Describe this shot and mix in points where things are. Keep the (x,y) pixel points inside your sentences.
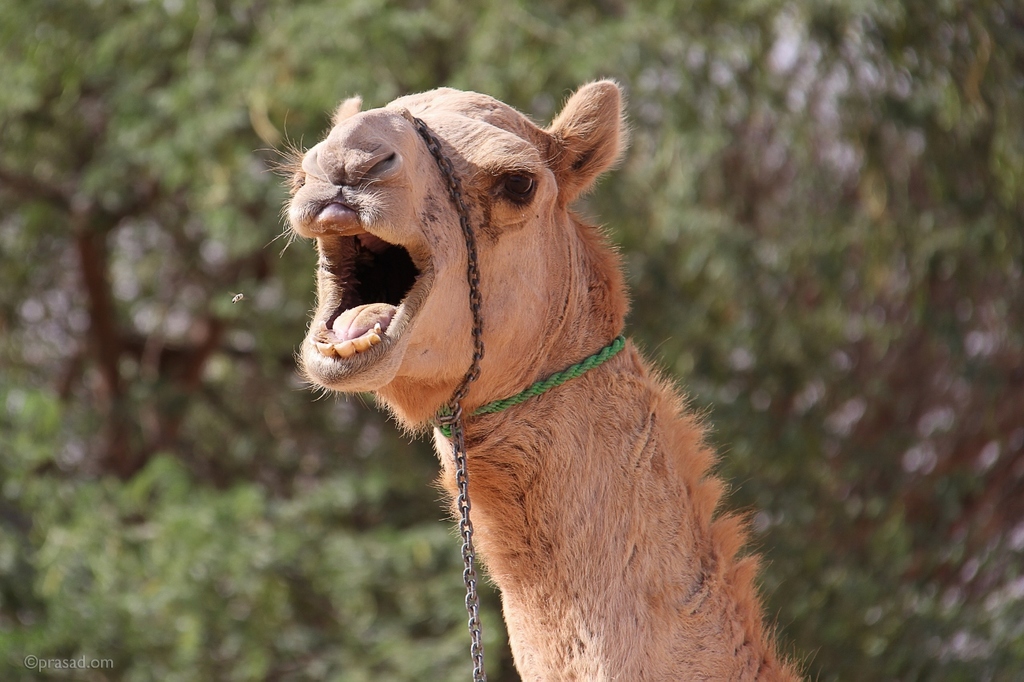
In the middle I can see a camel (564,605). In the background (853,368) I can see trees (360,77). This image is taken may be in a zoo (946,143).
